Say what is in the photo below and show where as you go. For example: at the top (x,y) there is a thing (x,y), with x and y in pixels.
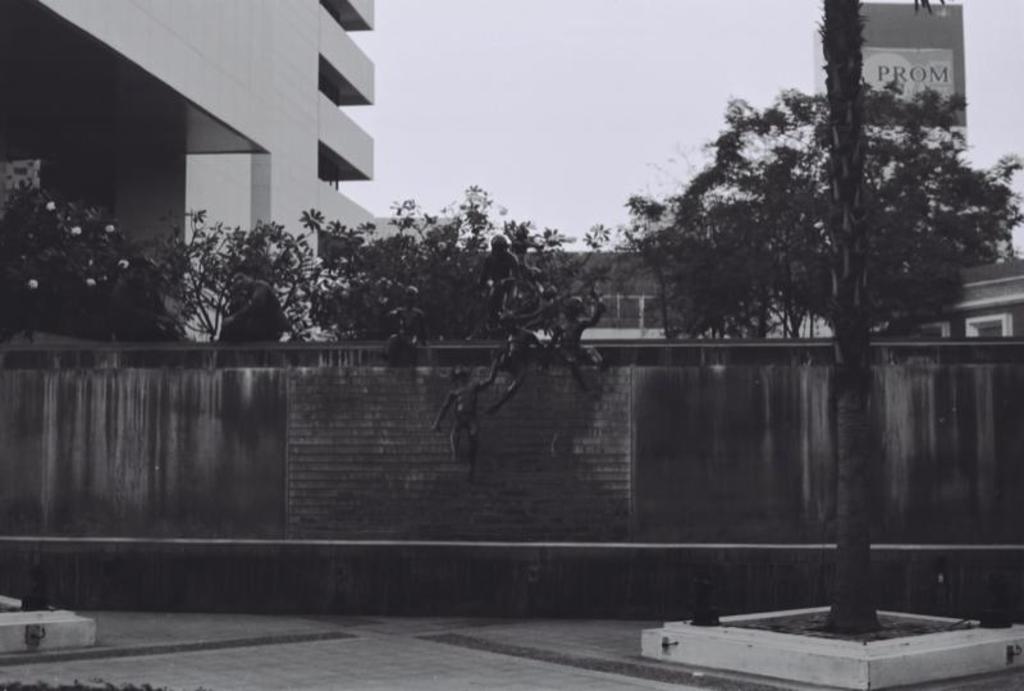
In this image, we can see a wall (652,414), there are some trees (554,273), at the left side (242,106) there is a building (248,99), at the top (508,116) there is a sky (562,79).
